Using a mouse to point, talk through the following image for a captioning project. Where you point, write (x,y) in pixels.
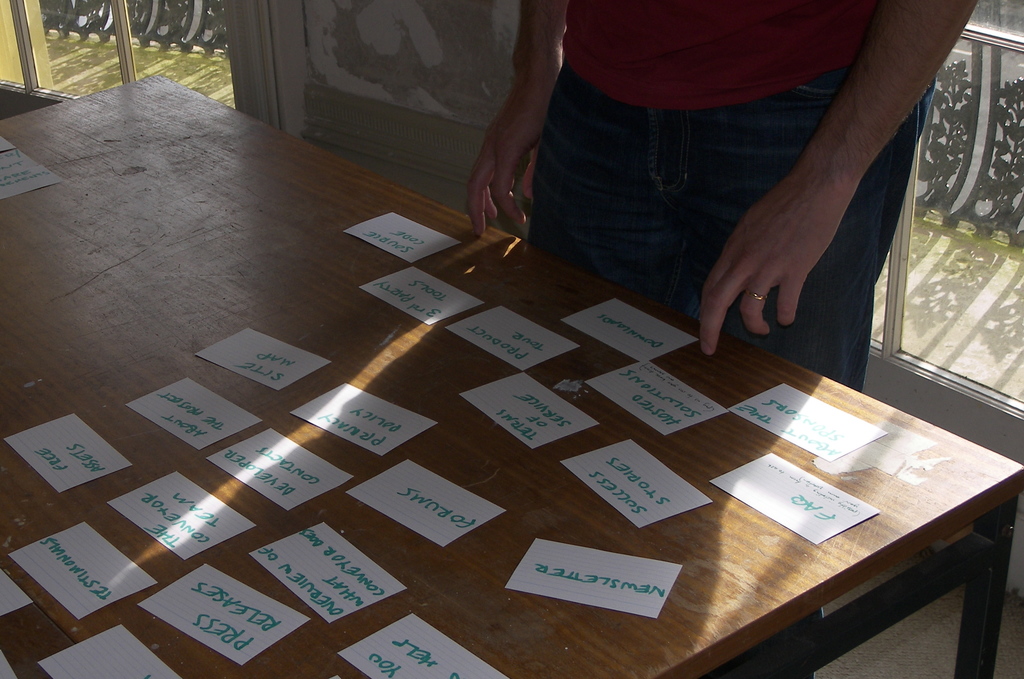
He stands in front of the table (704,355). Above the table (685,458) are named papers (446,497). We can see in the background (312,138) window (84,27) and wall (506,74).
